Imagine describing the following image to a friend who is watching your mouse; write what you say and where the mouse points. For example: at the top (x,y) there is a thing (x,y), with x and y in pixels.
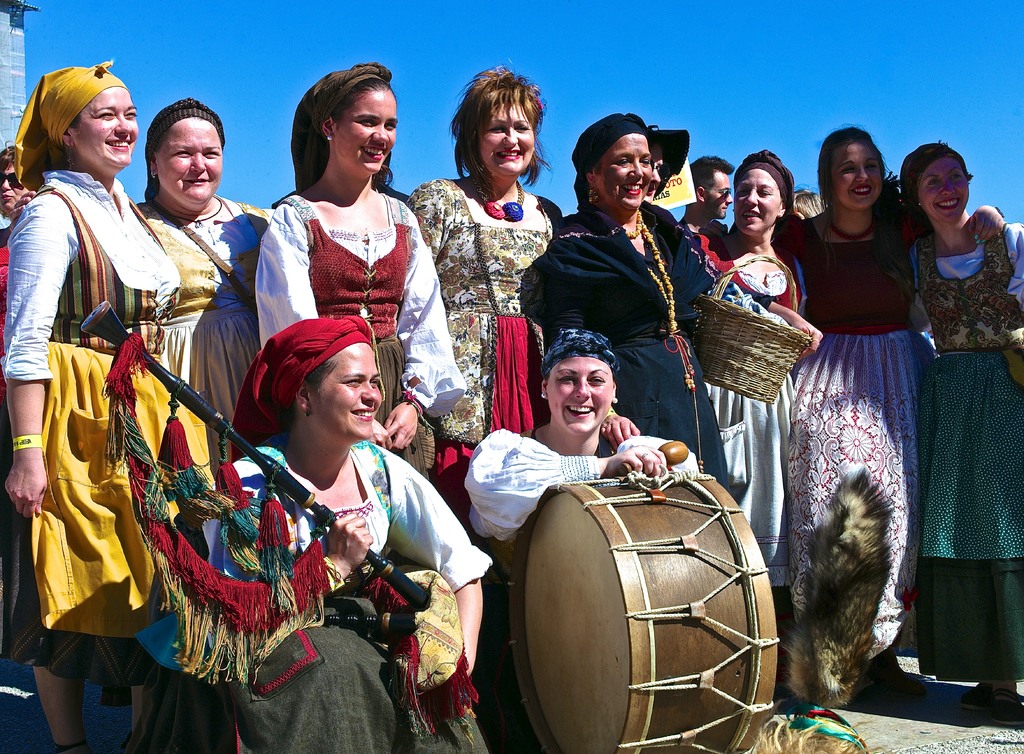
In this image i can see few women (220,227) standing and two women (467,583) sitting in front of them holding musical instruments (580,515) in their hands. In the background (8,33) i can see a building (23,18), a person (715,193) and the sky (725,113).
